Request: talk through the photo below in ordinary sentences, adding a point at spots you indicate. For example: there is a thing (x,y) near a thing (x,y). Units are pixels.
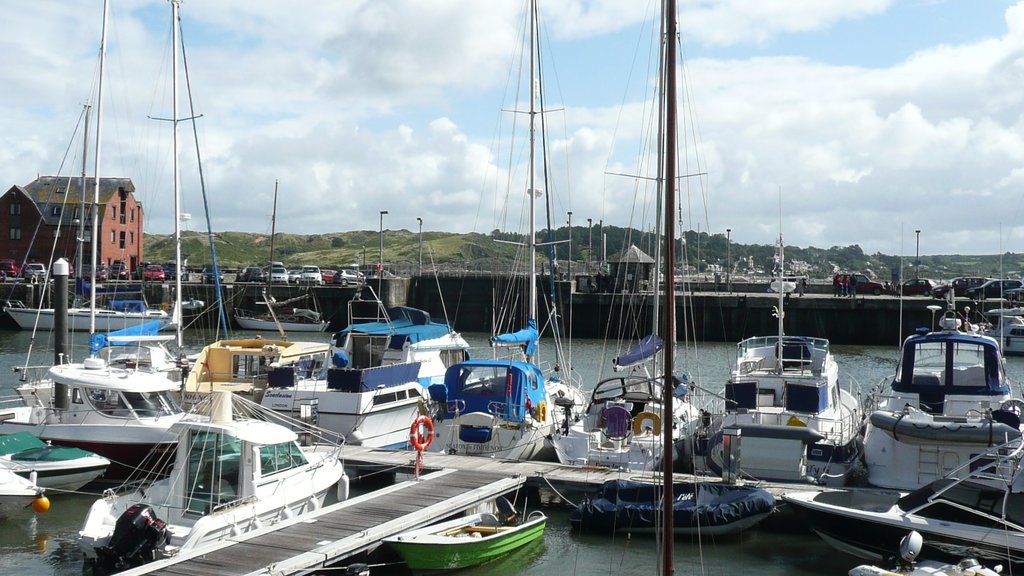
In this image, we can see few ships (212,352) which are floating on the water (796,557). In the background (633,289), we can see a bridge (578,292), vehicles (151,273), building (124,240), glass window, trees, plants (483,258), street lights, electric pole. At the top (364,155), we can see a sky (418,46) which is a bit cloudy, at the bottom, we can see a water (634,553) in a harbour (611,540).
